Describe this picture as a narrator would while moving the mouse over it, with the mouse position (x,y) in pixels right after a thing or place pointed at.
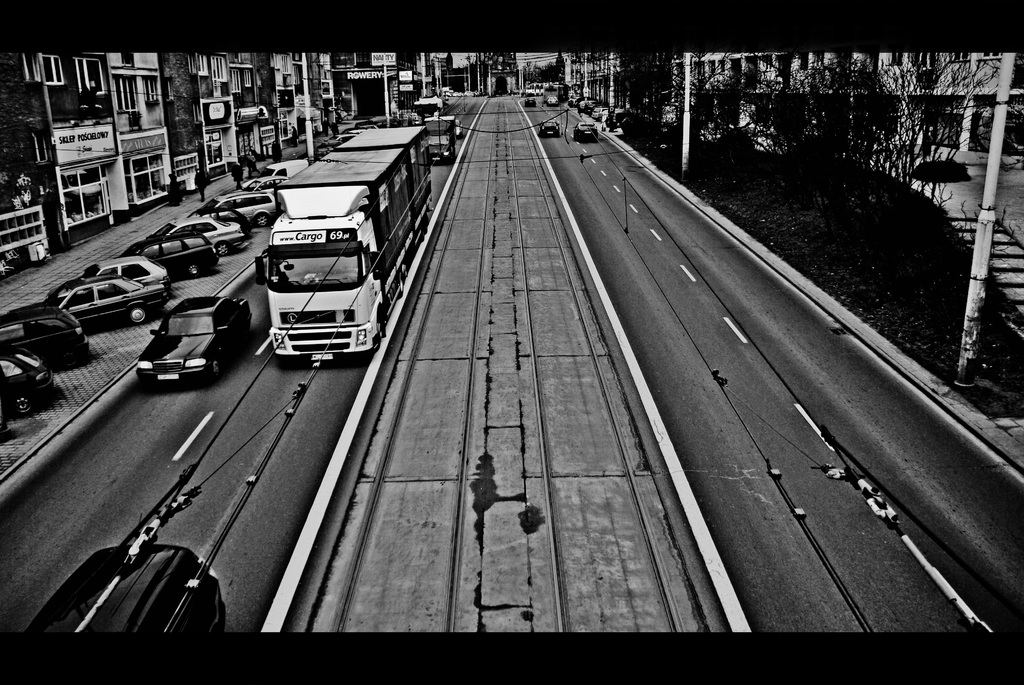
In this image I see lot of buildings (146,81), trees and a lot of vehicles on the path (598,184).
